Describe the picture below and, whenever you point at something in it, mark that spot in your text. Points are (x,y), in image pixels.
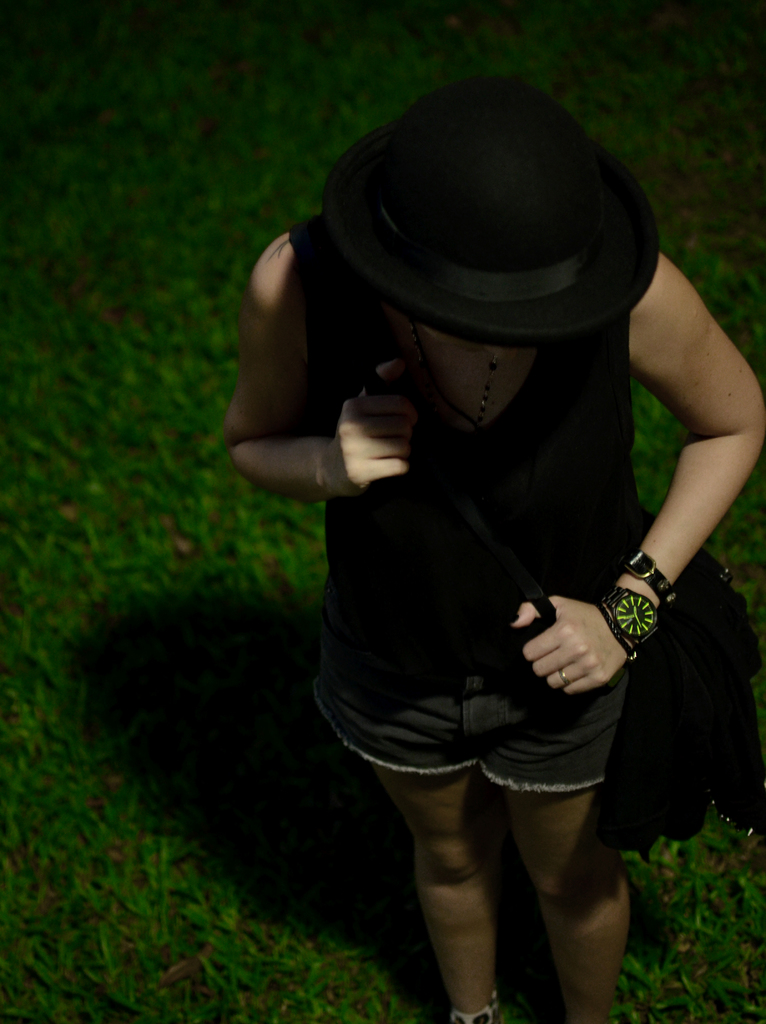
The picture is taken from the up side angle and there is a person (445,403), the person (445,403) is wearing black hat (456,323), watch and a bag (692,642) and standing on the grass (338,802).
